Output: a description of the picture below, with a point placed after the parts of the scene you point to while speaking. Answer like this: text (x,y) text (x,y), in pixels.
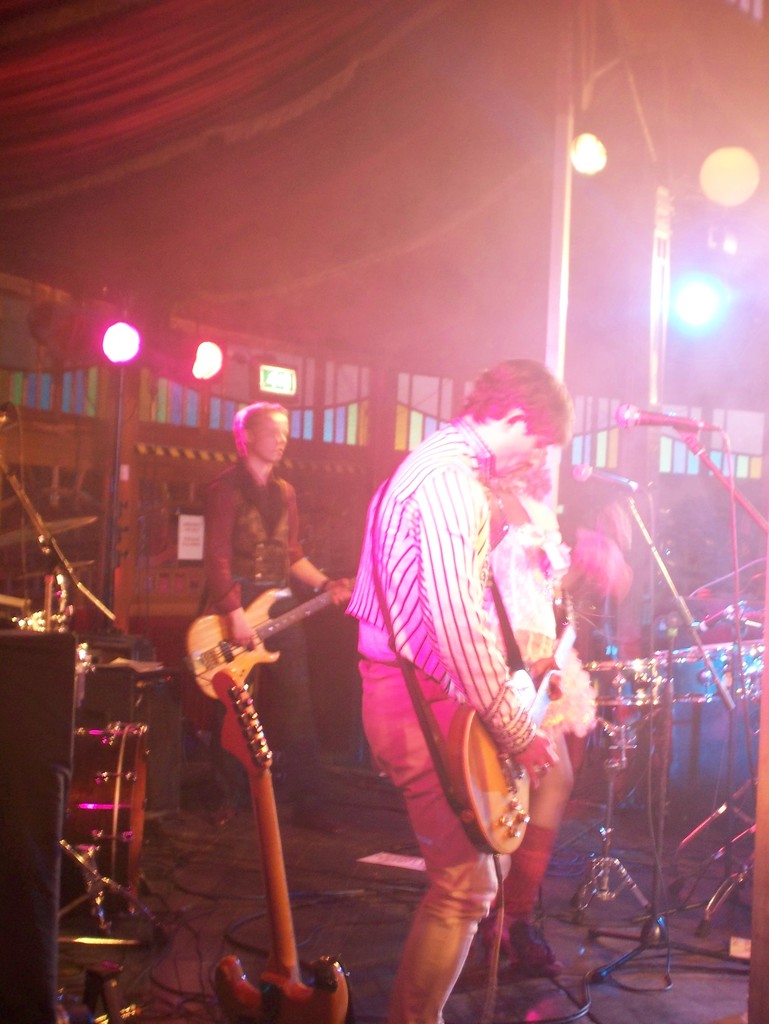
There are few people (618,546) standing under the tent (121,133) and playing guitar (543,705).
